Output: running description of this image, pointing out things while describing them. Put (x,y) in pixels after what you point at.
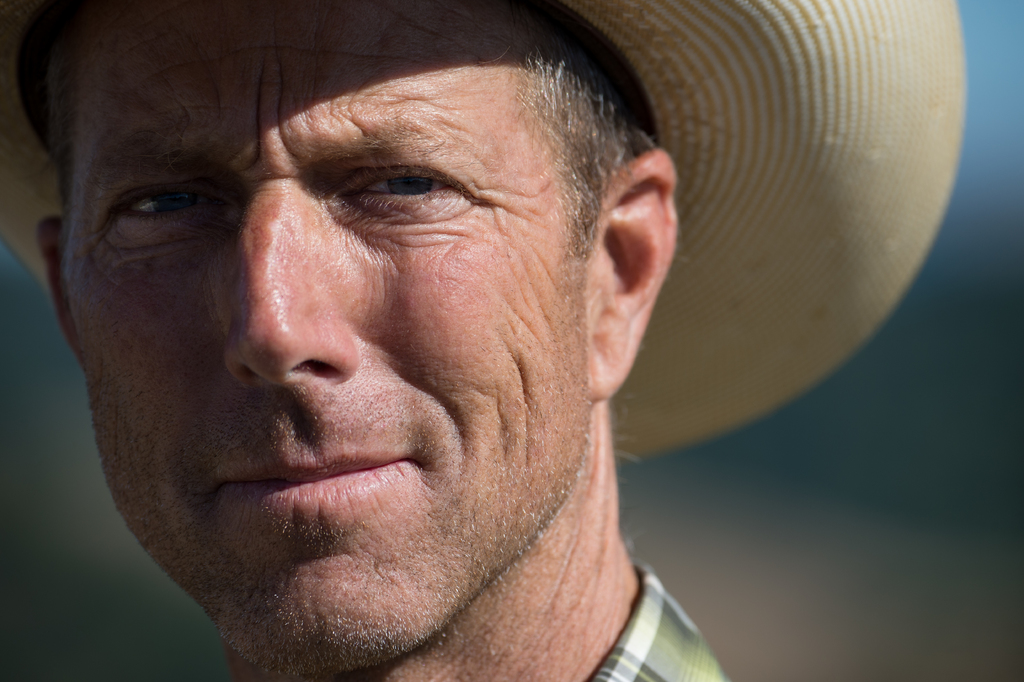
In the picture I can see a man (458,512) is wearing a hat (690,278). The background of the image is blurred.
